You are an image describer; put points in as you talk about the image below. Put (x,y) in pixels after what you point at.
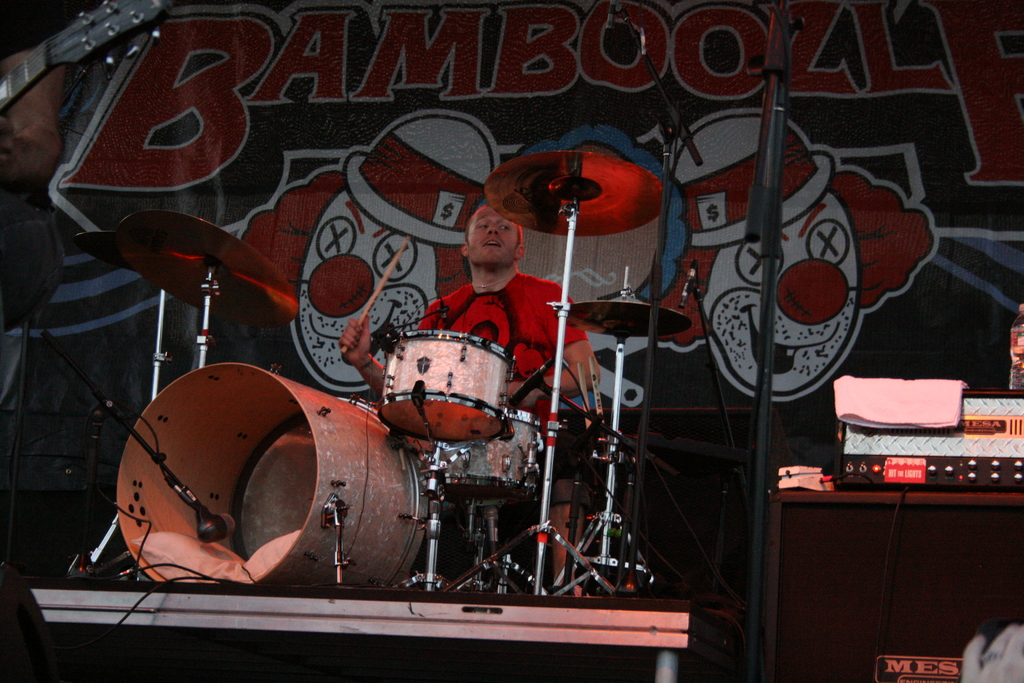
In this image we can see a person (491,267) playing musical instrument (440,455), cables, mics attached to the mic stands (720,538), speakers (947,501) and an advertisement (506,96) to the wall (625,351) in the background (372,243).
